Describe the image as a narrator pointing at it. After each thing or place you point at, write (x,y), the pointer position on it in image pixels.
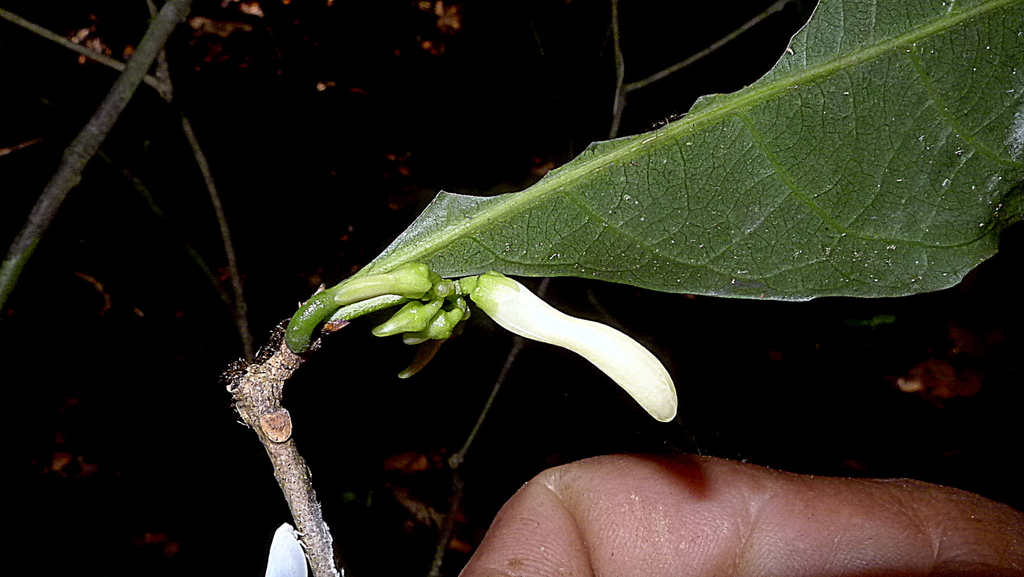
In the middle of this image (429,334), there is a branch (313,570) of a tree (249,388) having a green color leaf (402,257), a white color flower (621,345) and green color fruits (407,331). On the right side (920,554), there is a hand (774,497) of a person (894,502). In the background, there are trees (158,44). And the background (66,228) is dark in color.
